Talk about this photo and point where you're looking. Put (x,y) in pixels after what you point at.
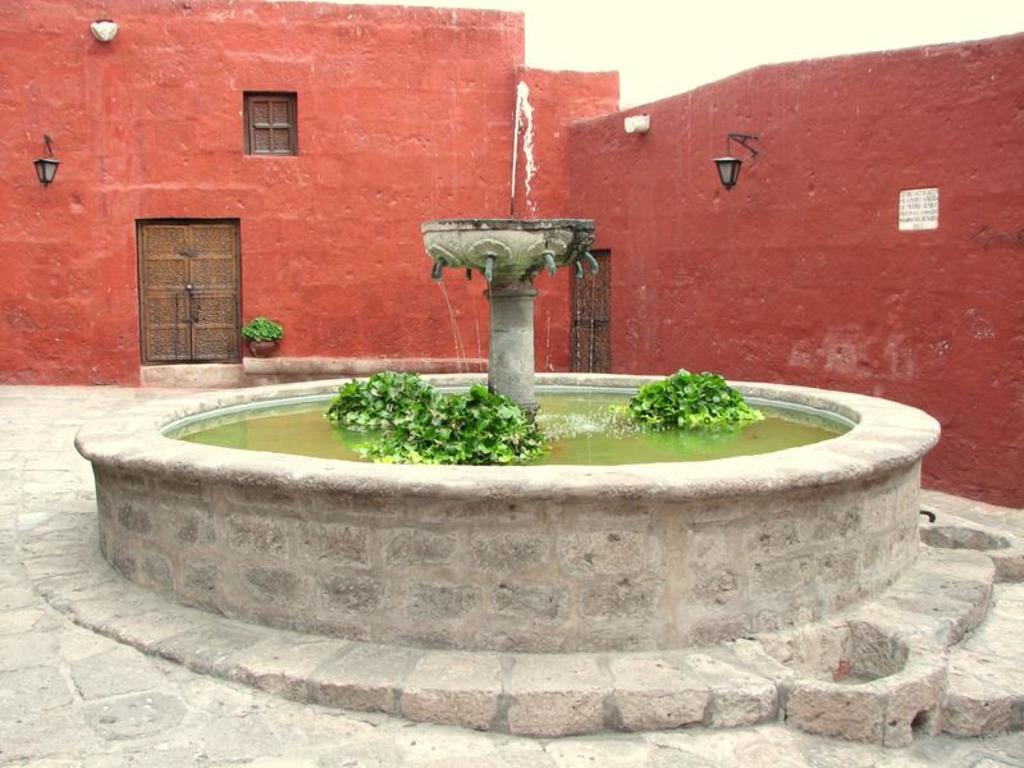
In this picture, we can see a fountain (533,478) and we can see some plants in the water (777,428), we can see the wall (990,260), doors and some objects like lights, and we can see a plant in a pot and we can see the floor (52,428) and the sky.
